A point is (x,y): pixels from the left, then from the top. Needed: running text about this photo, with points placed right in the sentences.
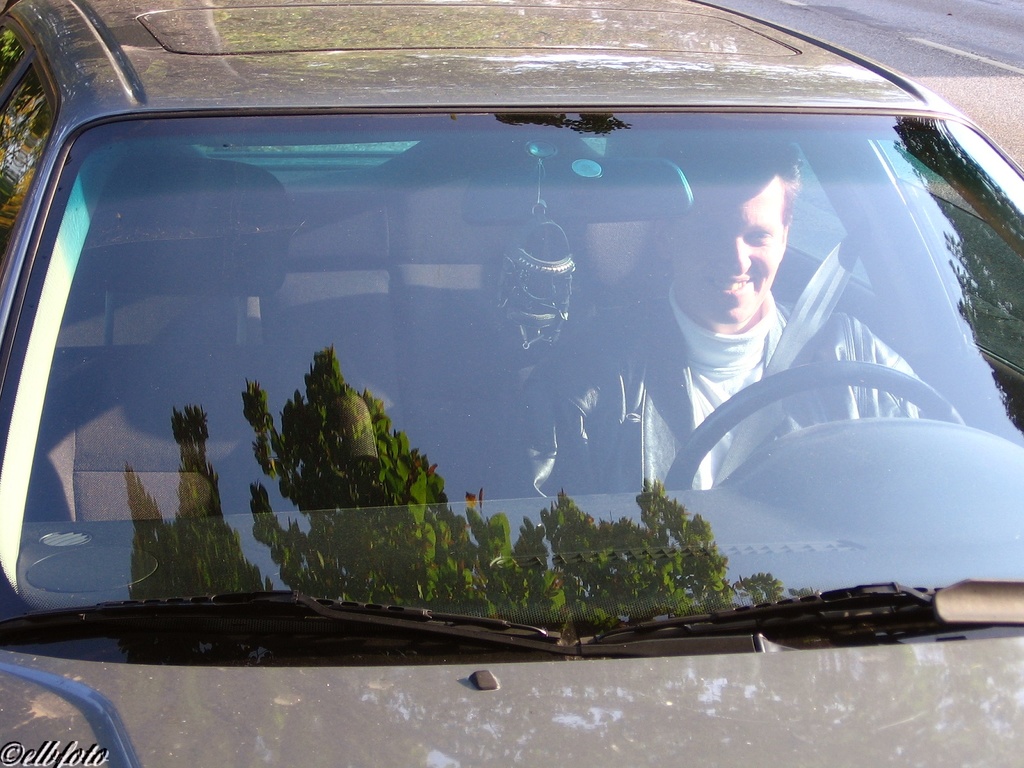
In this image I see a car (15,257) in which there is a man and he is smiling.
